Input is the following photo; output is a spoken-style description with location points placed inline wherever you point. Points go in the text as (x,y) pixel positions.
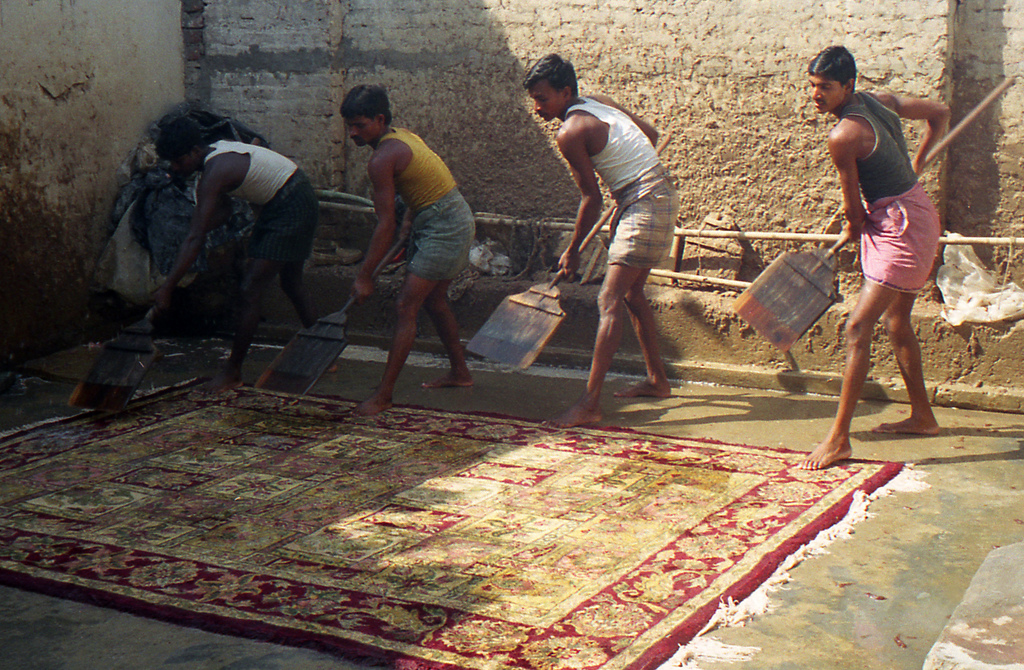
In this picture it looks like 4 people (565,114) holding brooms (761,329) and cleaning the carpet (347,452) on the ground (28,632).
